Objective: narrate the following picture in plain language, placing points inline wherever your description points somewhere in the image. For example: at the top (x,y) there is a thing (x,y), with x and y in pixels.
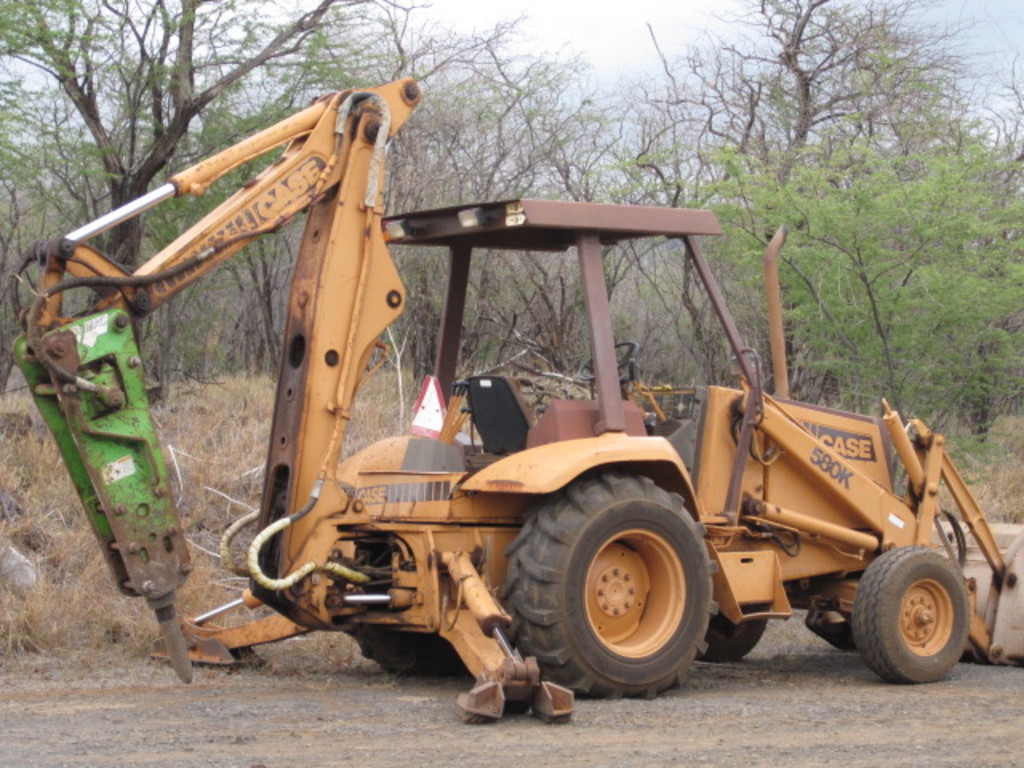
In this image we can see a vehicle (595,568) parked on the ground (270,705). In the background (45,560), we can see some plants (204,487), a group of trees (996,242). At the top of the image (602,13) we can see the sky (647,38).
